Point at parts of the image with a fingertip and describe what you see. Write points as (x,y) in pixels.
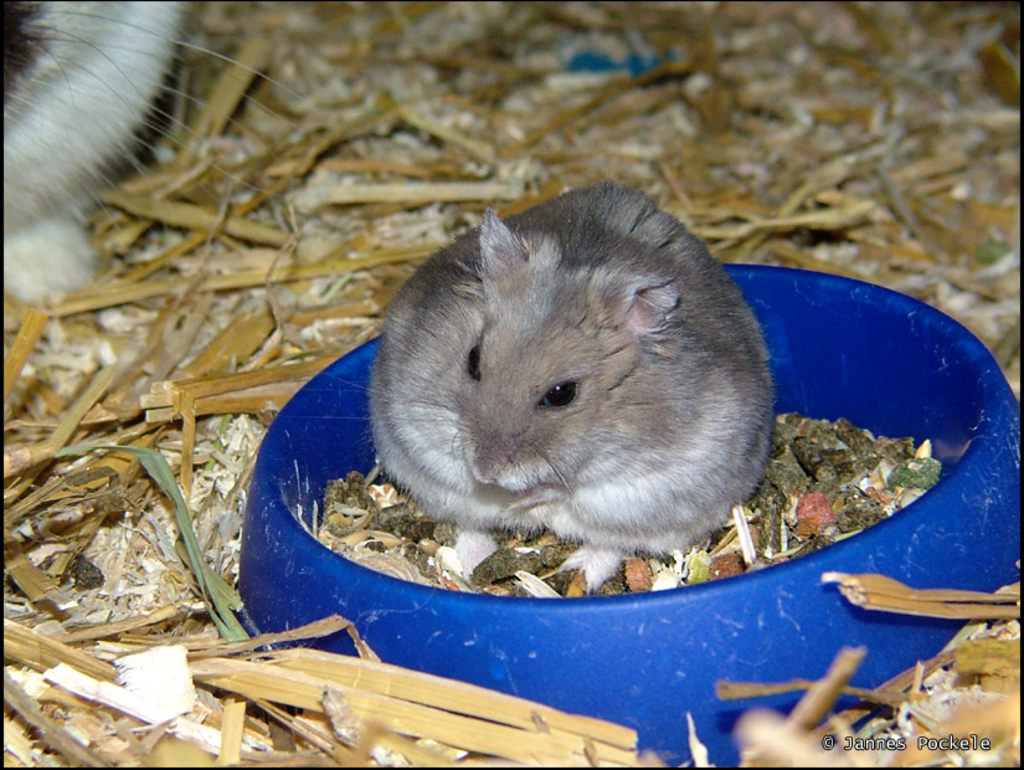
In this image there is a hamster (522,421) in a bowl (311,590), in that bowl (315,610) there is some material (400,544), at the bottom (326,727) there is some material (330,715), in the bottom right (878,738) there is text (908,749).
